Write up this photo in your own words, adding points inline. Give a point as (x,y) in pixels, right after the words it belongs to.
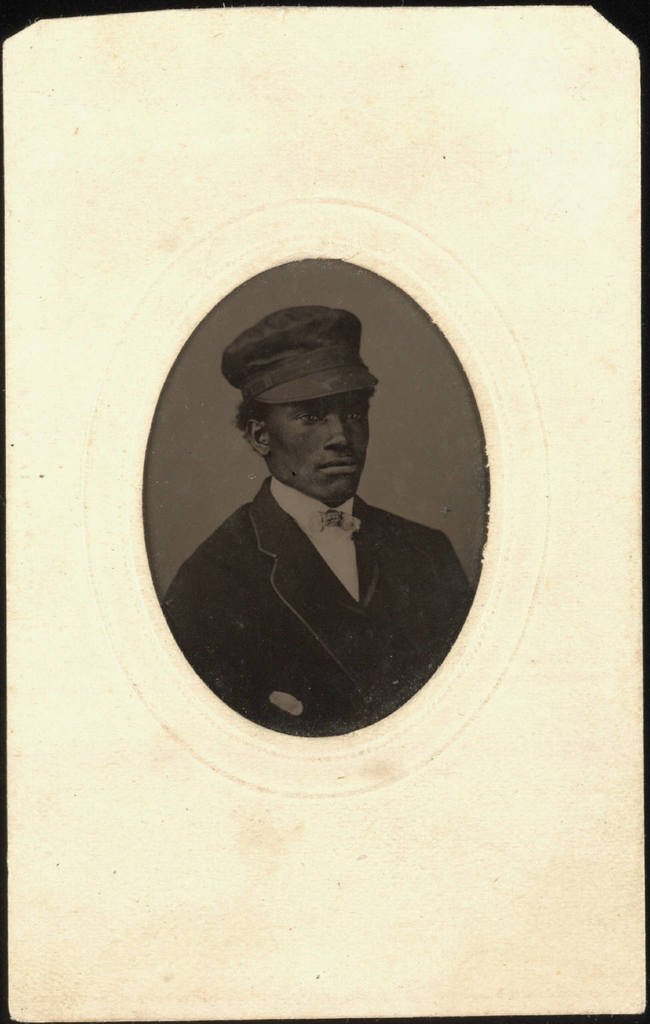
This image looks like a poster. There is a depiction of the person (260,570) in the foreground (218,566). And there is colored background (122,532).
